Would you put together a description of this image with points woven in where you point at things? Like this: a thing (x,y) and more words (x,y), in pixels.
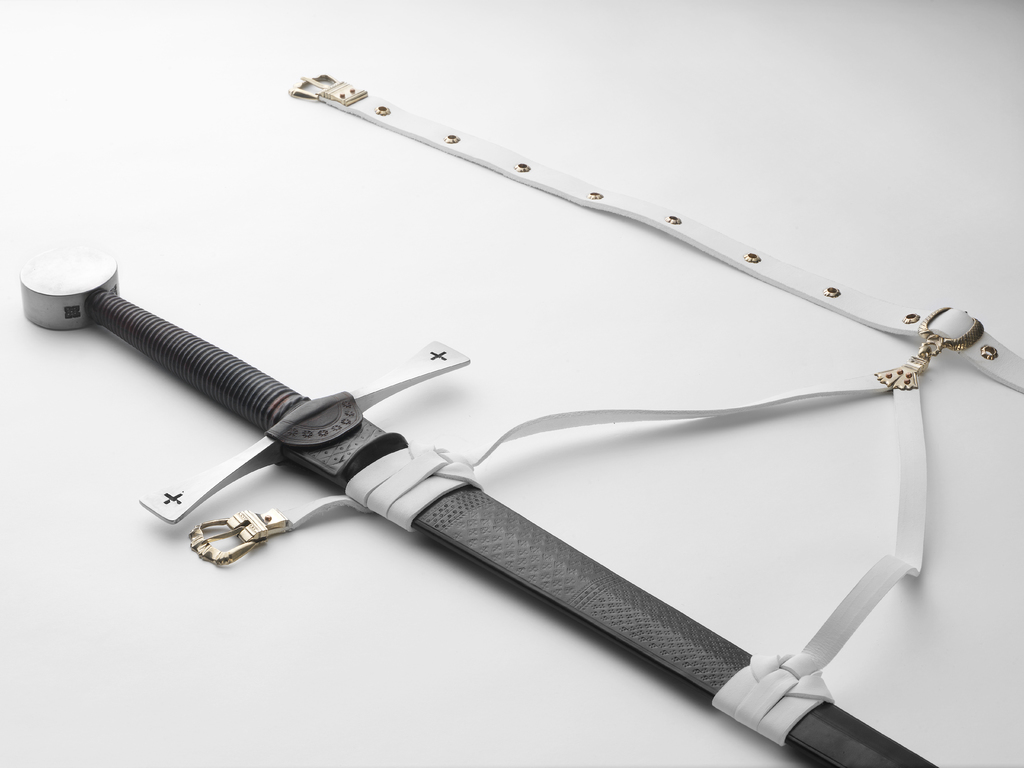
The picture consists of sword (55,266) and belt (894,320) on a white surface (282,215).
